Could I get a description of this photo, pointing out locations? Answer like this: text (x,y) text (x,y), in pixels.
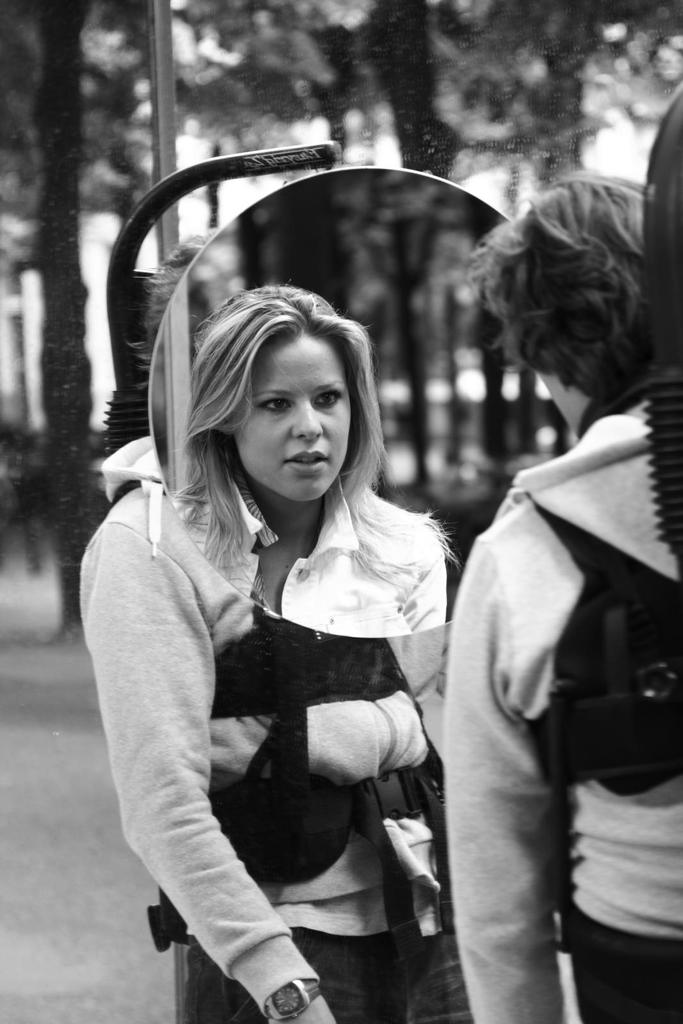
In this image I can see the black and white picture in which I can see two persons (357,440) wearing dresses (208,725) and black colored objects (336,693) to them are standing. In the background (535,13) I can see few trees (323,56) and the sky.
